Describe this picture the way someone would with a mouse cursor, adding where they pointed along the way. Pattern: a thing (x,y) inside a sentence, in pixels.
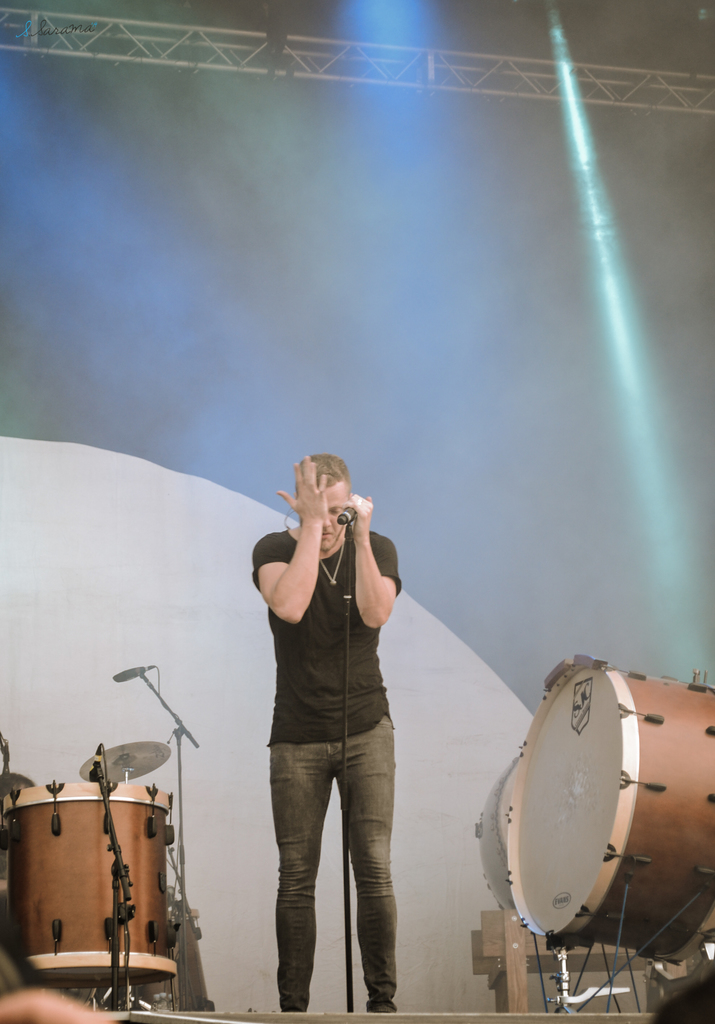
In the foreground of this image (298,690), there is a man (299,724) standing and holding a mic (348,514) which is attached to the stand (347,572). On the right (682,864) and left, there are drums (56,890) and the mic stands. In the background (223,363), there is blue and white background (140,303) and few lights (560,35) at the top (389,23).
